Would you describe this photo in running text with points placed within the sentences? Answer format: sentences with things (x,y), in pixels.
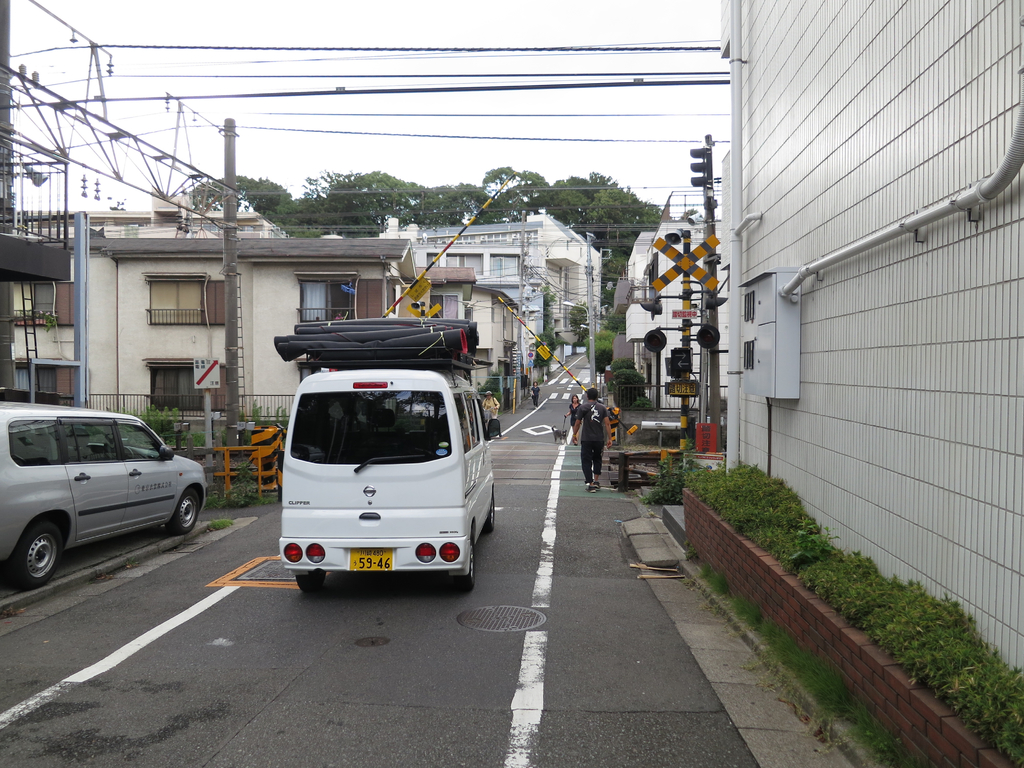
This picture is clicked outside. In the center (407,454) we can see the vehicles (442,519) and group of persons (495,417) and we can see an animal (557,441). On the right (776,530) we can see the green grass (750,503), street light (718,336). In the center (356,275) we can see the buildings (506,275), tollgate (431,262) and many other objects (214,447). In the background (452,65) we can see the sky (497,33), trees (467,204), cables (675,47) and buildings (141,244).
